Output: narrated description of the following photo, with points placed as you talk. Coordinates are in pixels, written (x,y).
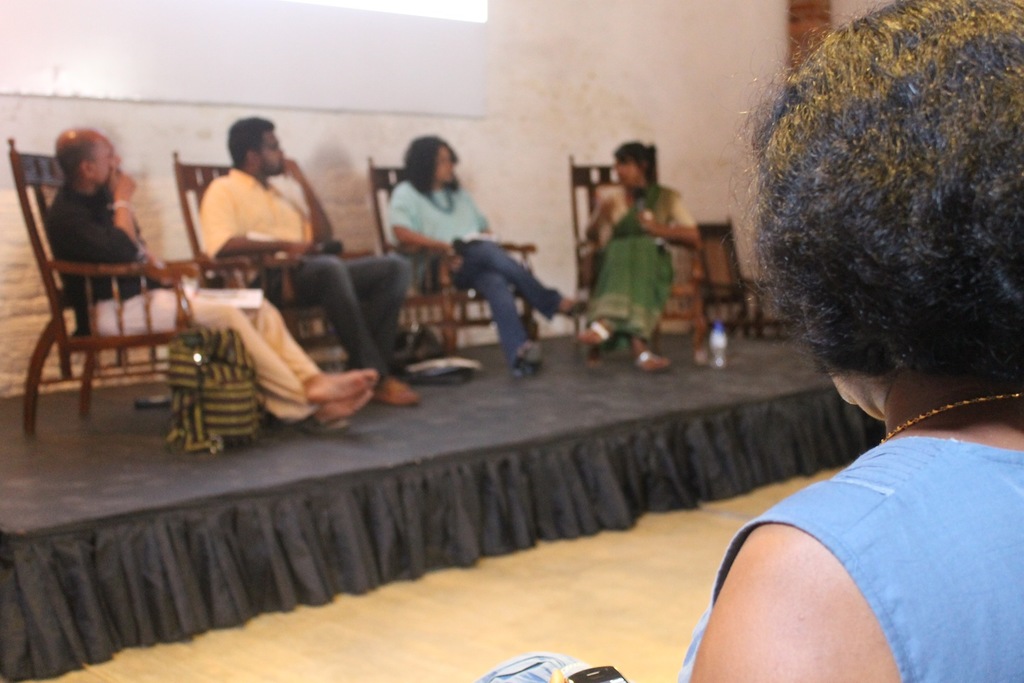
There are a four people (637,145) who are sitting on a chair (88,360) and she is speaking with this woman (440,247) and this two (394,393) are observing. There is a woman (1015,673) on the right side (1017,227).
